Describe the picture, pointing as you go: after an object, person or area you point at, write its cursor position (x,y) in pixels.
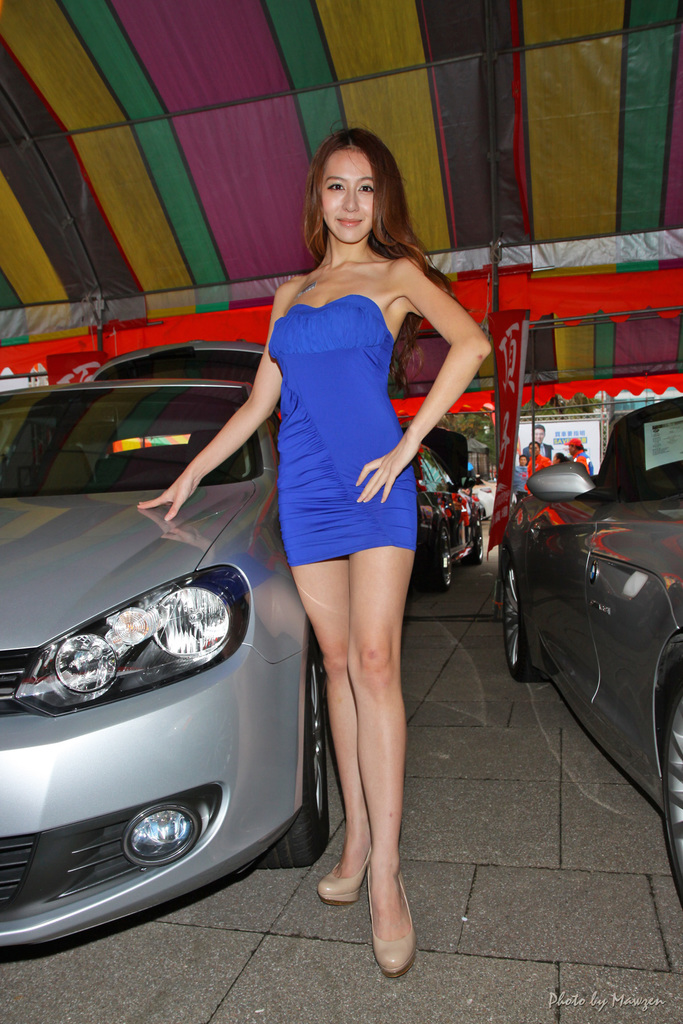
In this image we can see there is a woman (410,950) standing beside the car (66,906) under the tent (405,22) also there are so many other cars (655,417) parked beside.
